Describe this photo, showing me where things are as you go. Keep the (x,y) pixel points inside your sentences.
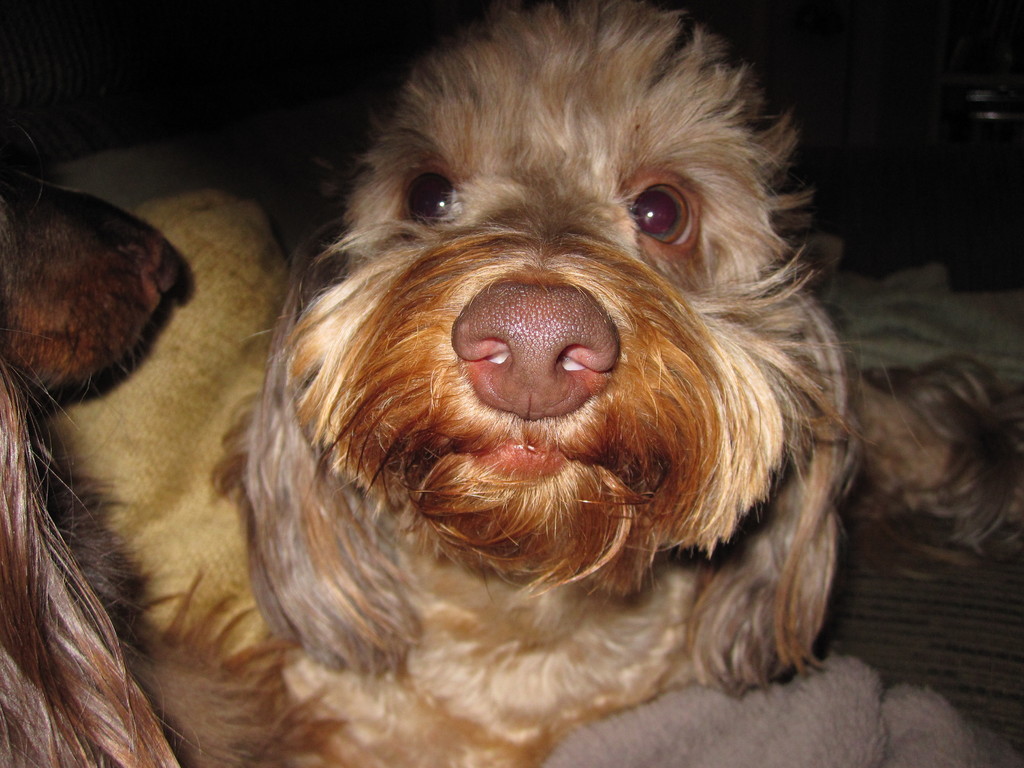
In this image we can see two dogs (334,500). The background (872,154) is dark. It seems like a towel (740,730) at the bottom of the image (799,730).
